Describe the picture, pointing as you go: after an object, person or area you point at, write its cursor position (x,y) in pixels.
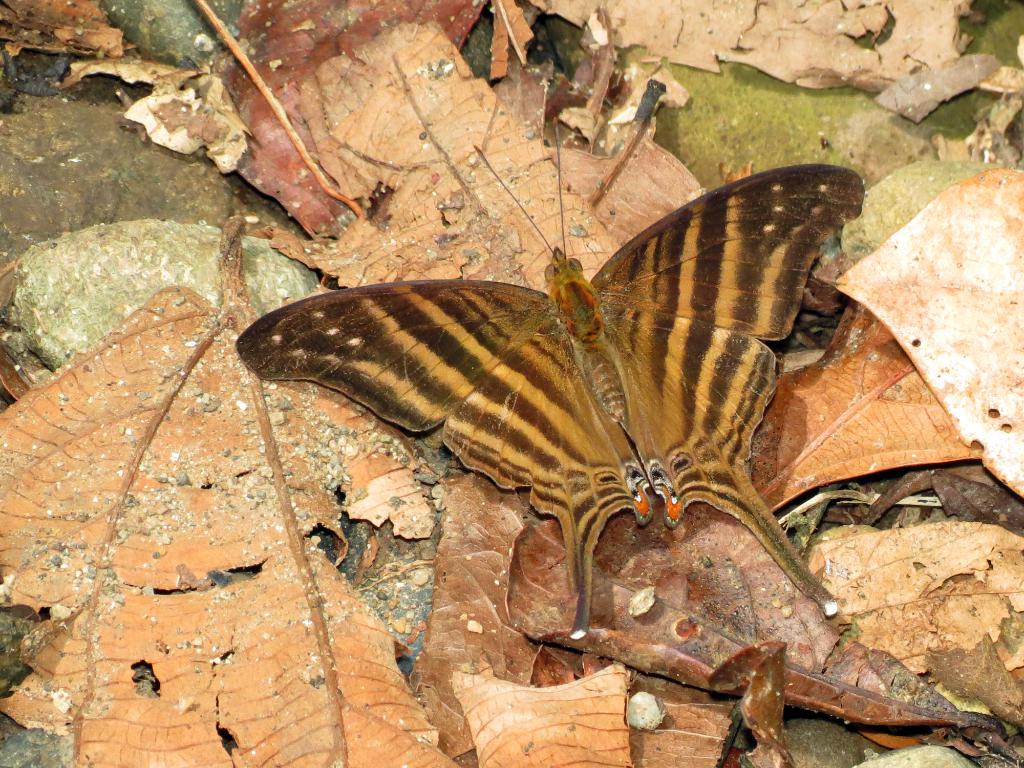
In this image I can see the butterfly (376,335) which is in brown and black color. It is on the leaves (331,442). And the leaves (355,108) are in brown color. The leaves (29,427) are on the ground (63,223).
